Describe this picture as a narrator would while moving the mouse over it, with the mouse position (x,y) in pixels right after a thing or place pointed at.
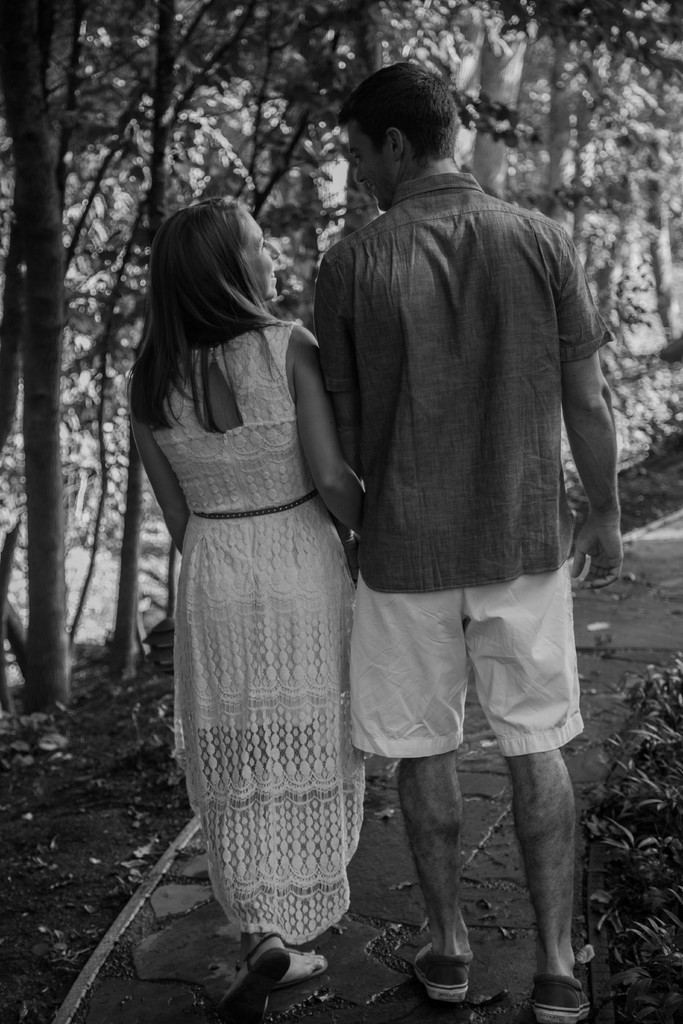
This is a black and white image. Here I can see a man (462,504) and a woman (262,720) are walking. In the background (242,151) there are many trees (165,109).
